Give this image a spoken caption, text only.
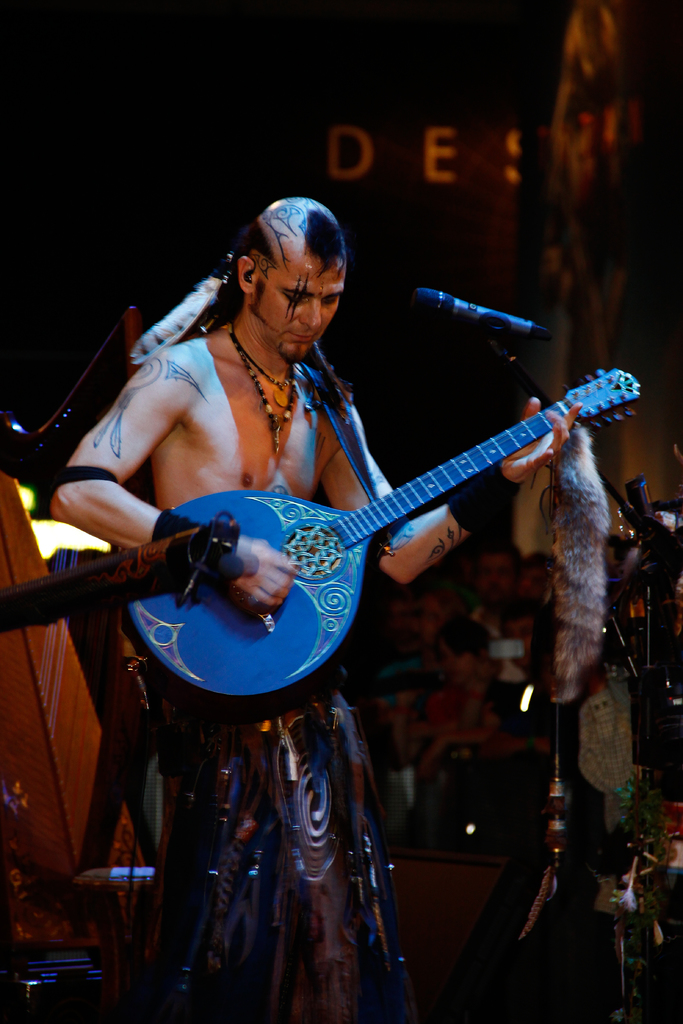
There is a man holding guitar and standing in front of microphone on a stage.
